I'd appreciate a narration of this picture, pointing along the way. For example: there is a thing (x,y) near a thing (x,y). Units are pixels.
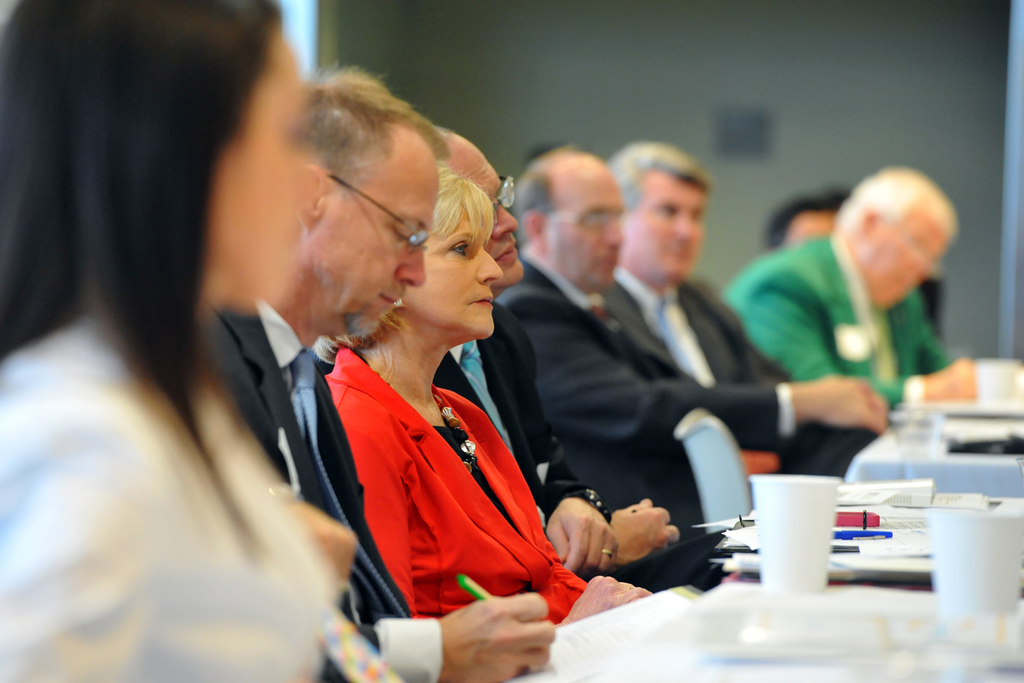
In the image there are a group of people (786,442) sitting in front of the tables (991,665) and on the tables (824,625) there are cups (808,483), papers (843,485), pens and other objects (843,580).
